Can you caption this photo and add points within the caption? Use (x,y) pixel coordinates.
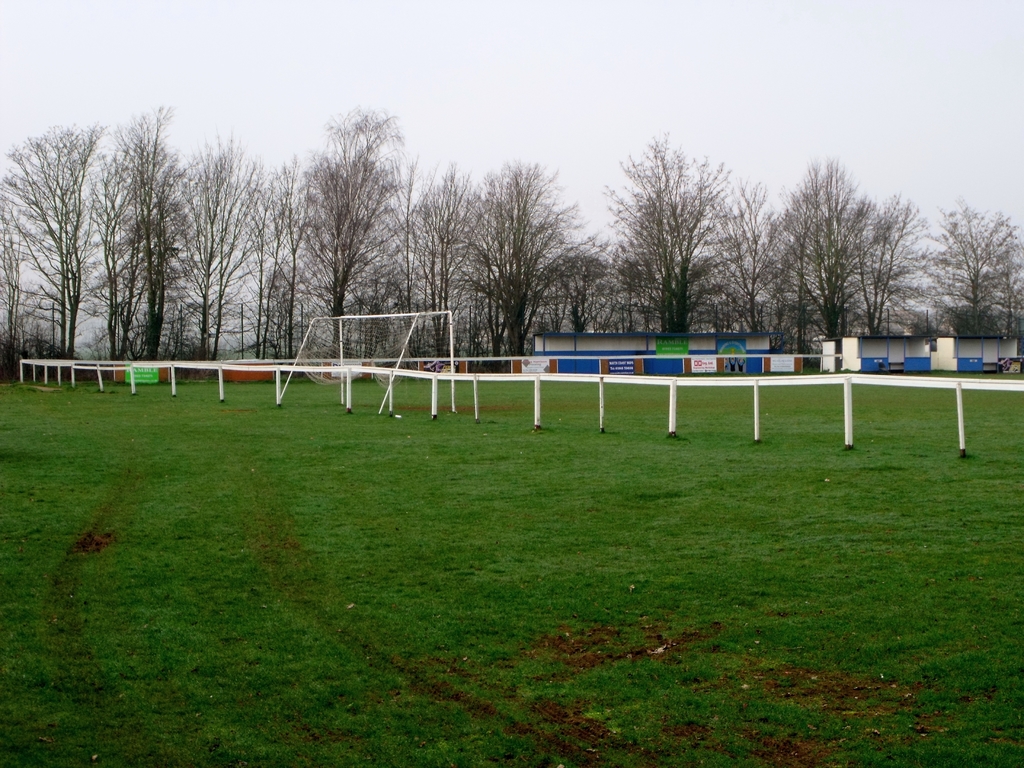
In this image, we can see grass (486,546), rods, net (412,351), banners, sheds (866,344) and trees (498,327). Background (718,79) there is the sky (918,110).
